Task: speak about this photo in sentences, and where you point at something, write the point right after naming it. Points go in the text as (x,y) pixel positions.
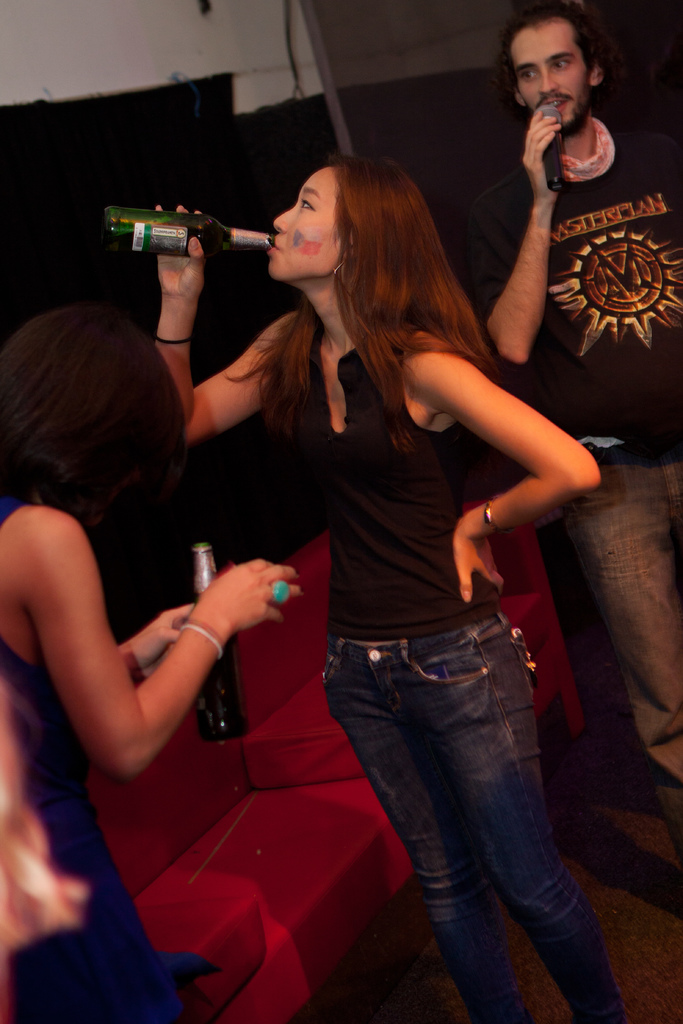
The man (506,250) on the right side (569,280) is holding a microphone (548,111) in his hand (552,128). I think he is talking on the microphone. Beside him, we see two women (278,597) are holding glass bottles (162,222) in their hands (188,258). The woman (313,299) in the middle of the picture (326,448) is drinking the liquid (204,235) from the glass bottle (129,243). Beside them, we see a red color sofa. In the background (155,117), we see a wall (105,20) in white and black color.
